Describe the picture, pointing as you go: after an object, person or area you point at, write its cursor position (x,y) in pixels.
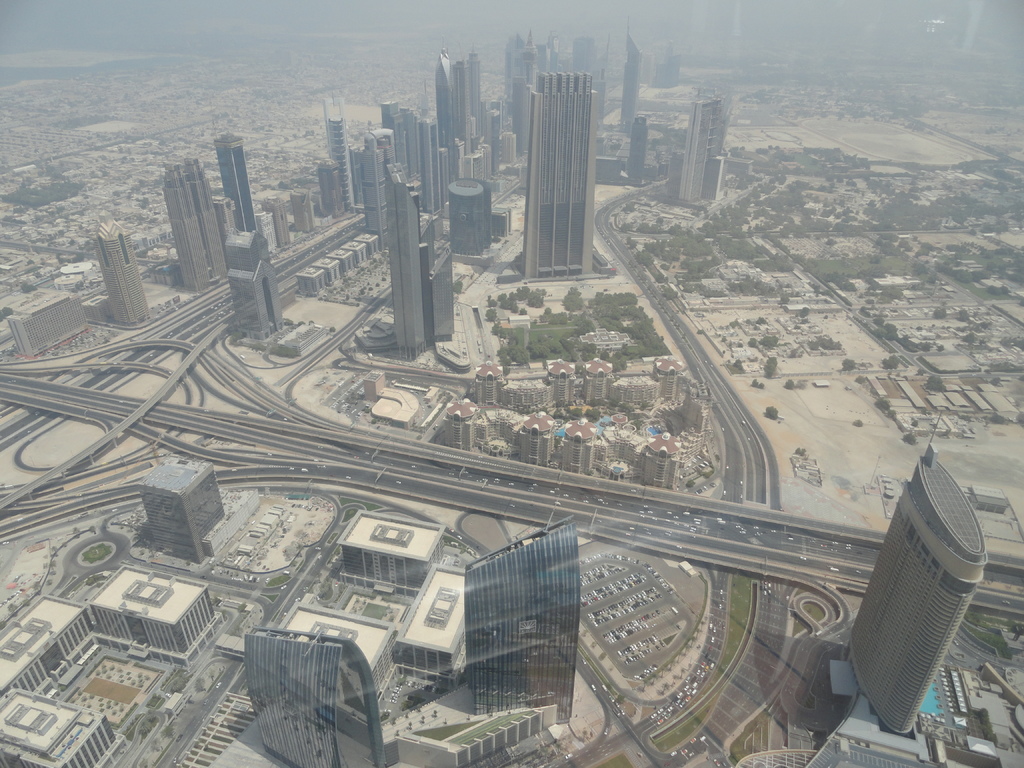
In this image, we can see some buildings (268,321) and roads (488,482).
